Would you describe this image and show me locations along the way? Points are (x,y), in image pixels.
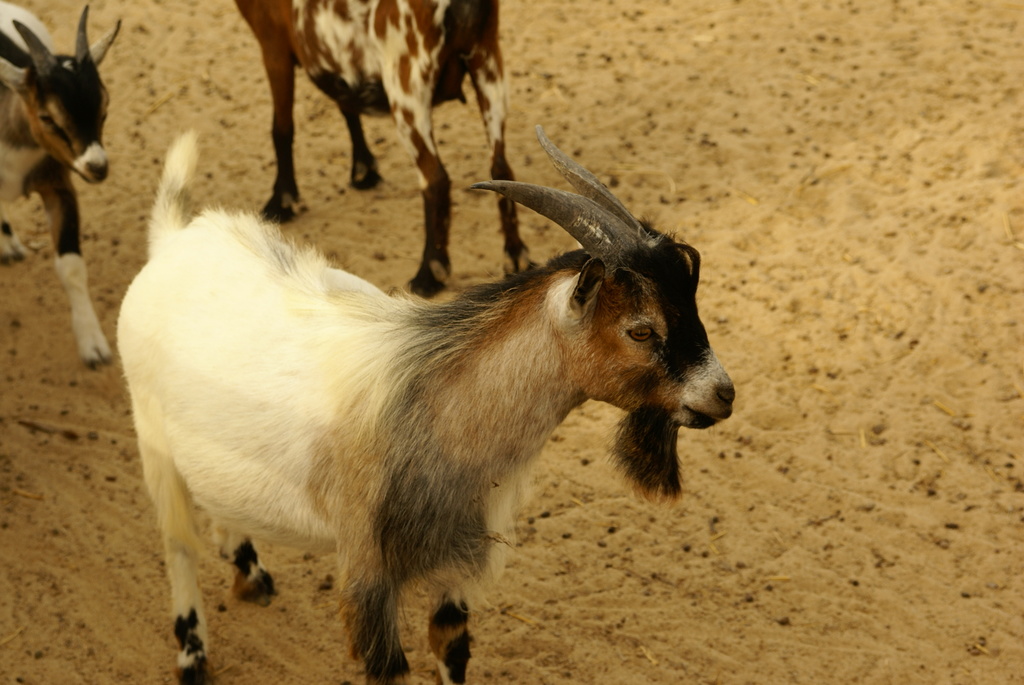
In this image, we can see animals (429,413) and at the bottom (853,506), there is sand (782,464).
